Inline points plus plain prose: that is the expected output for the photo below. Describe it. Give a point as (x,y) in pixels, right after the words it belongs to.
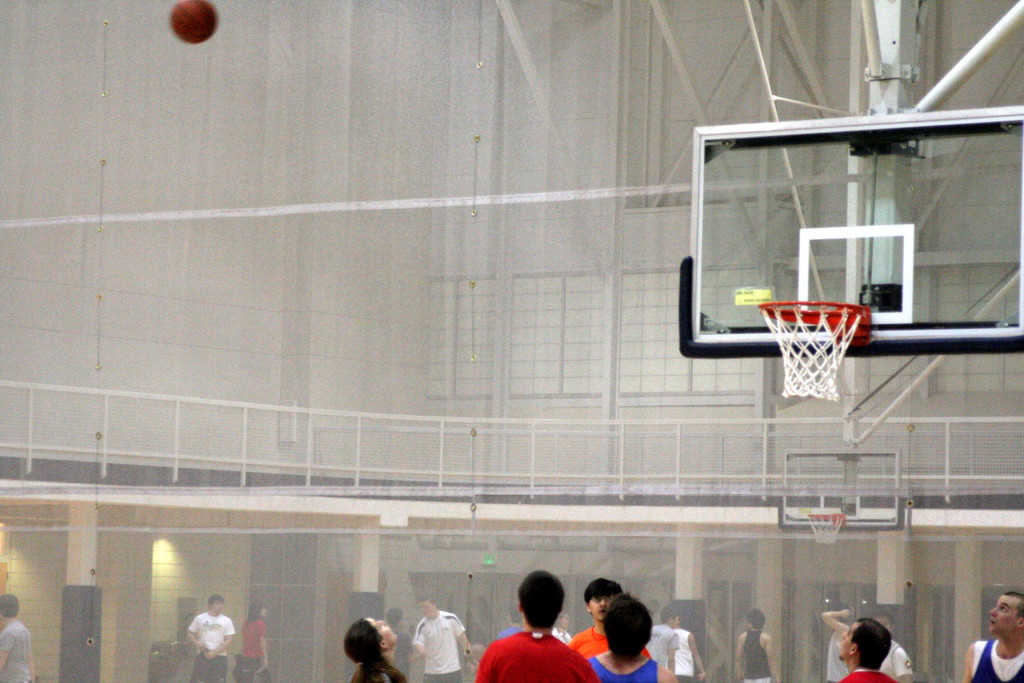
In this image there are group of persons (249,624) standing. On the right side (838,457) in the center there are basketball nets (820,362) and on the top (207,16) there is a ball (189,34) and there is a fence (106,428). In the center (584,352) and there are windows (650,357). On the left side (124,296) there is a wall (163,355).
